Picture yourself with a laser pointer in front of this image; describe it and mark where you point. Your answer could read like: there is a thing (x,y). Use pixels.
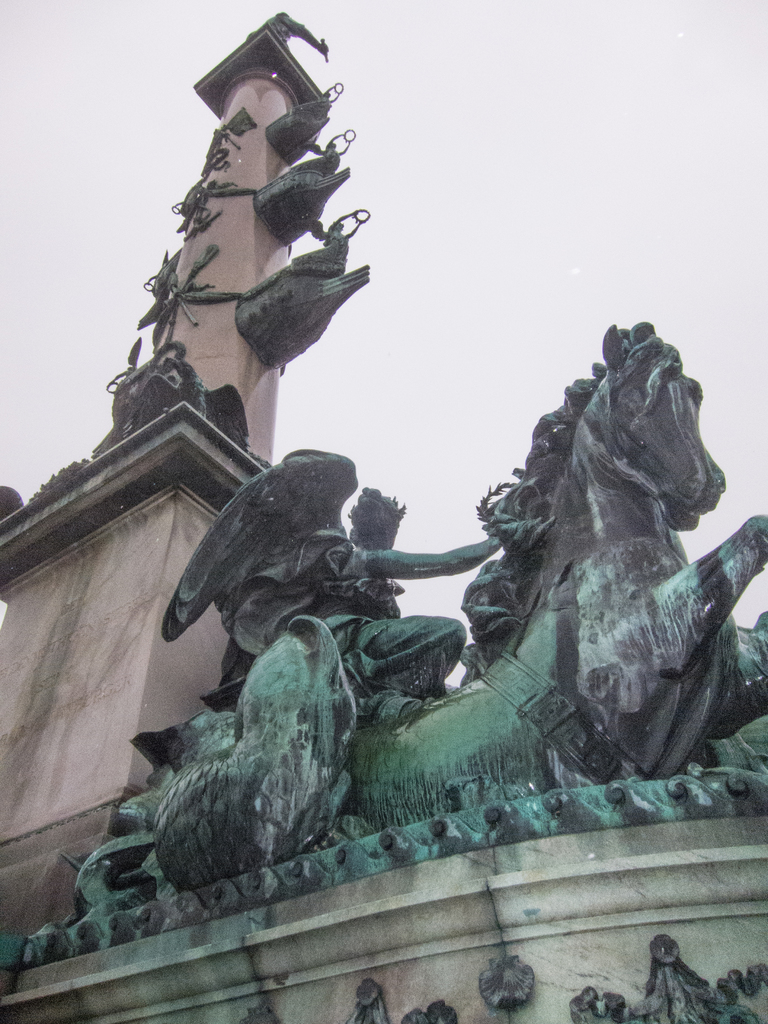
In this image there is a pillar (219,347) and a sculpture (359,585), in the background (475,329) there is sky (581,291).
